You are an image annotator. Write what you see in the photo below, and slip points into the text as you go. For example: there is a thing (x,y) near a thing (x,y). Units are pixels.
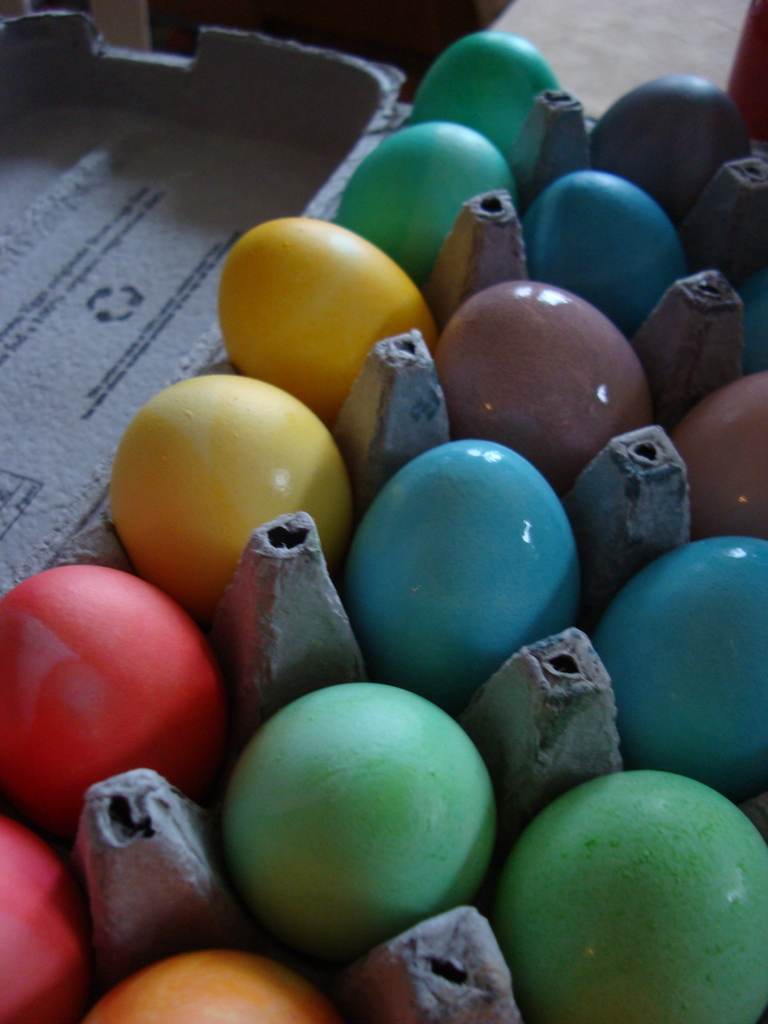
In this image we can see colored eggs (447,501) placed on the tray (141,884).
